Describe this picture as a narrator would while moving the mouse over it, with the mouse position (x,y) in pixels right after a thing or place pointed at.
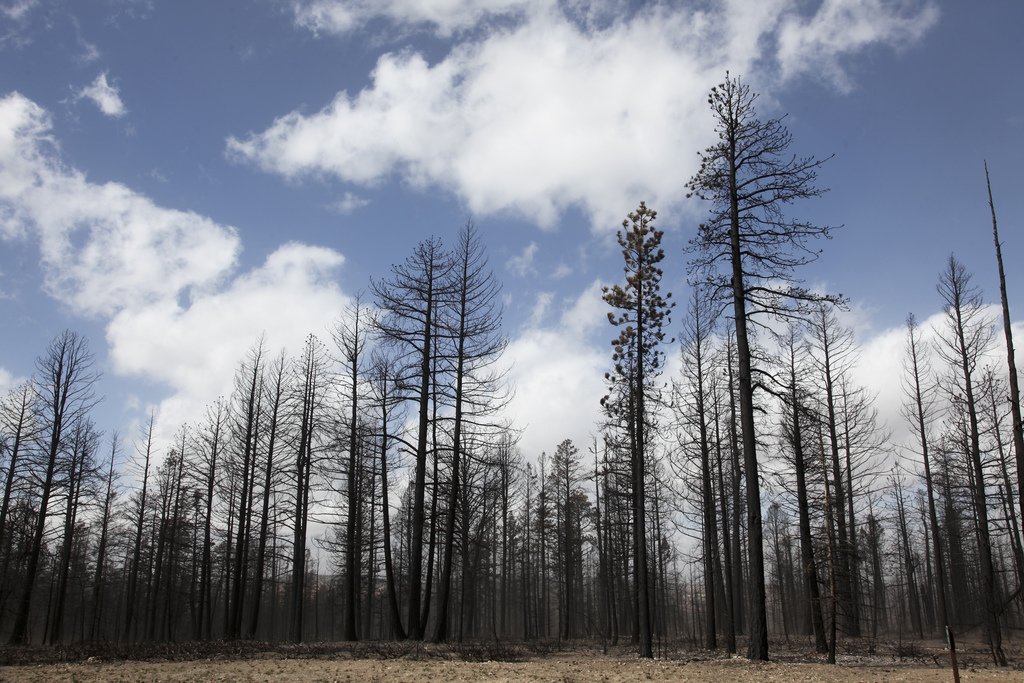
There are trees (432,454) and there are clouds (473,126) in the sky (921,139).
